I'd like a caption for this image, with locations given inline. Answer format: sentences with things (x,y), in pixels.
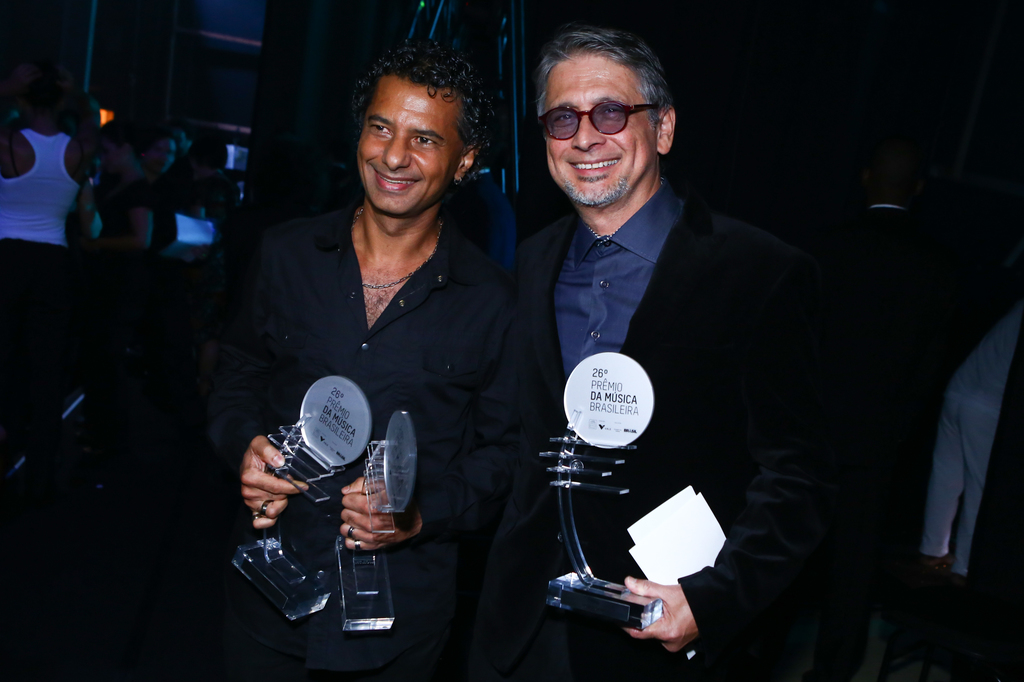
In the foreground (459,286) I can see two persons (272,340) are standing on the floor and are holding trophies (409,499) in their hand (244,488). In the background (213,560) I can see a crowd (929,232), lights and dark color. This image is taken may be on the stage (70,566) during night.
